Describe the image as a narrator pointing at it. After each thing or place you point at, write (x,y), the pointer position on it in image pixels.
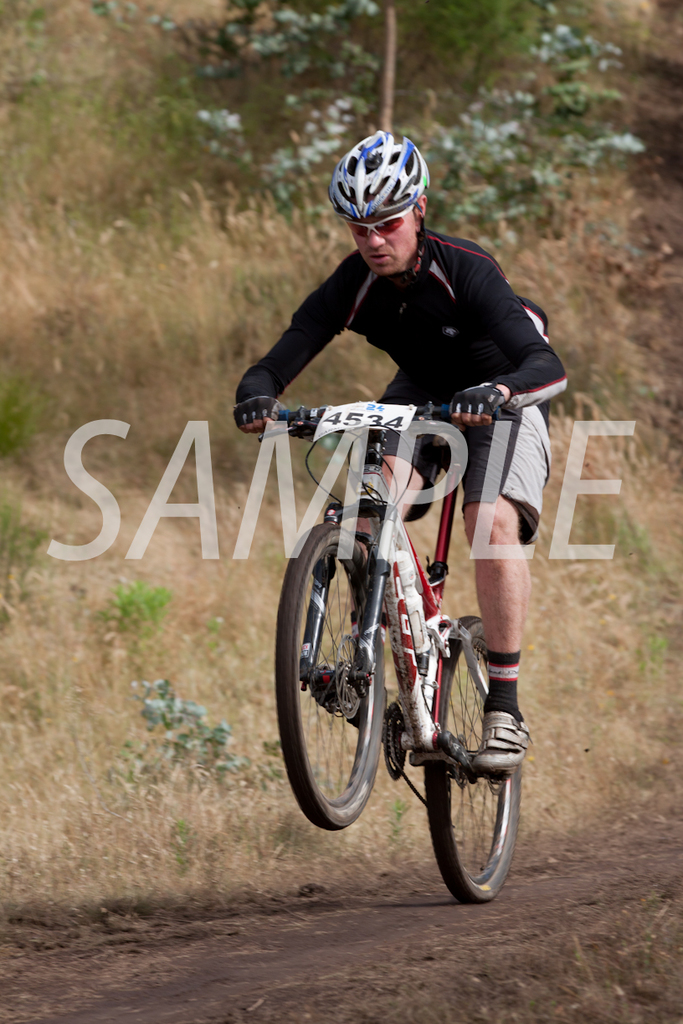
As we can see in the image there is a man (517,715) wearing helmet (374,191) and riding bicycle (507,854). There is grass (198,600) and trees (386,34).
